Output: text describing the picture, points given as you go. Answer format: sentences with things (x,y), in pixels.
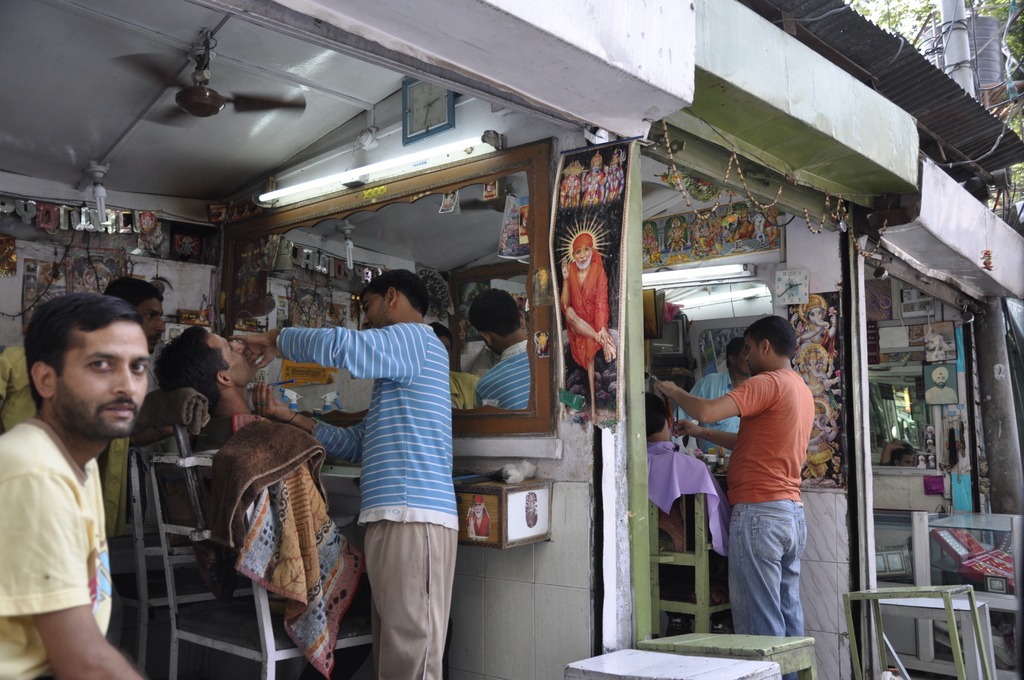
On the left side of the image (118,393) we can see one person (118,416) is in a yellow color t shirt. In the center of the image (437,367) we can see a few people (386,638) are standing and two persons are sitting. Among them, we can see two persons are holding some objects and we can see clothes (299,492) on the two persons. In the background (150,505) there is a wall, roof (198,157), chairs (189,484), stools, mirrors (469,318), tube lights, photo frames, two wall clocks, one fan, one pole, trees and a few other objects (509,480).
